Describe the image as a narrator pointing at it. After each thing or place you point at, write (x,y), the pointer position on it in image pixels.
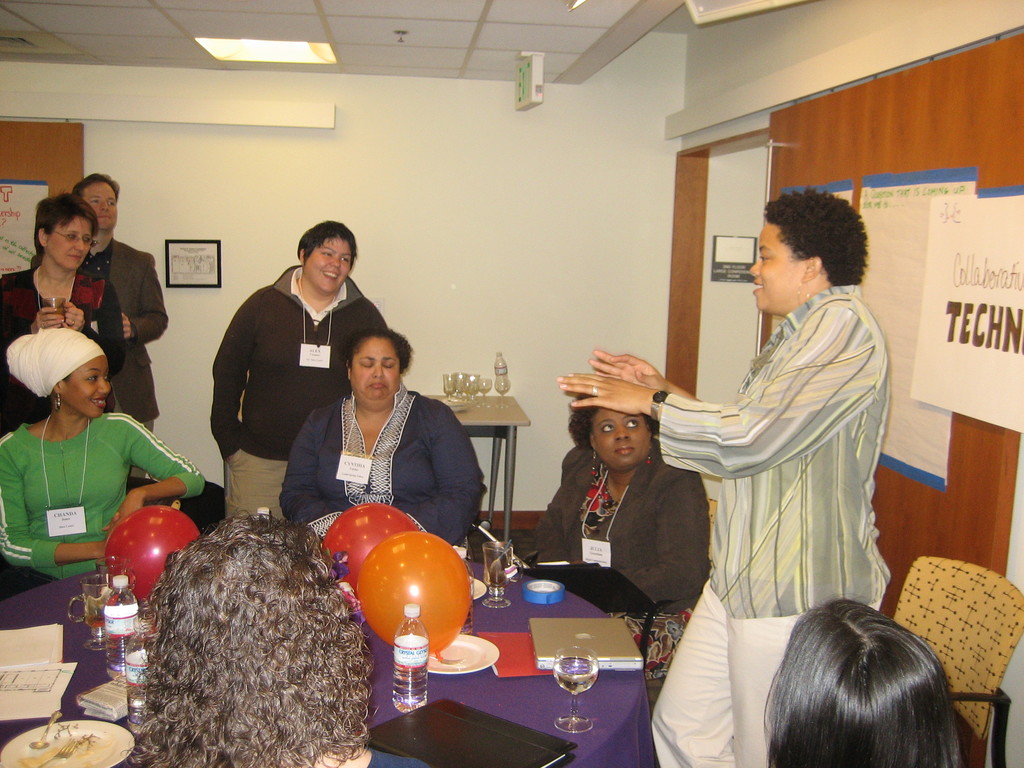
In this image there are a group of people (655,452) some of them are sitting around the table (66,625), and on the table (563,636) there are bottles (117,672), plates (88,734), papers (120,702), balloons (146,542), glasses (103,637) and objects (535,592) and on the right side (797,339) there is one person (769,449) who is standing and talking. And in the background (117,211) there are three people (146,290) standing, and one person (48,288) is holding a glass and there is a table (490,413). On the table (504,417) there are glasses (462,377) and there are some photo frames (220,273) on the wall (753,215) and there are some papers (888,289), and at the top (372,13) there is ceiling (463,34) and lights (235,43) and there are boards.
